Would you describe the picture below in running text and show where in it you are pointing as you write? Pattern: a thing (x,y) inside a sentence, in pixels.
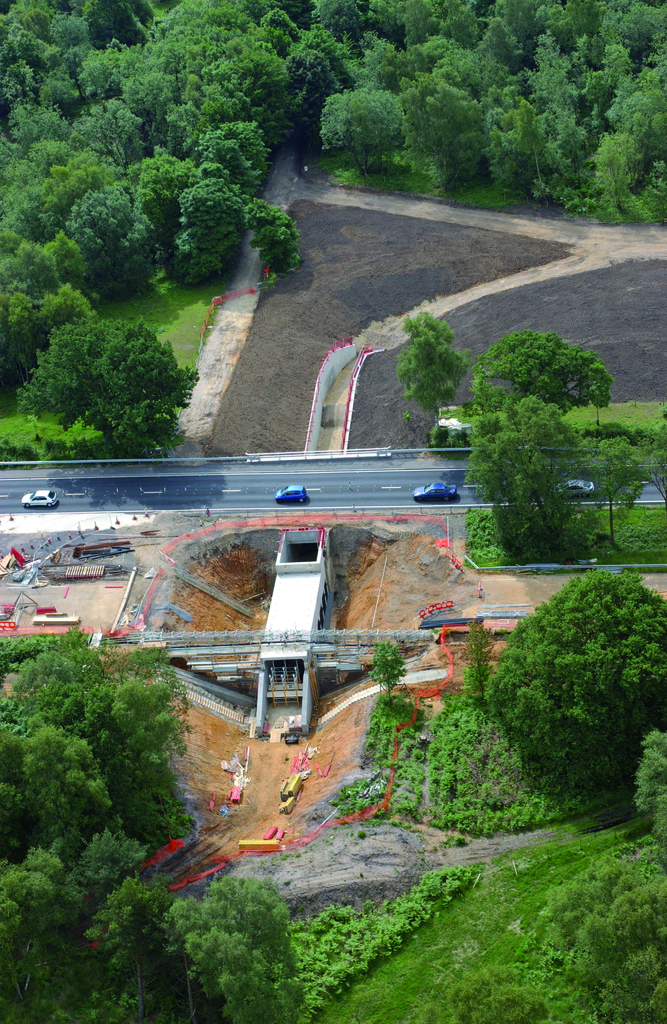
In the center of the image (312,604) there is a bridge (266,668). There are cars (25,501) on the road (349,487). Beside the road (165,487) there are few objects (87,552). In the background of the image (460,84) there are trees (263,84). At the bottom of the image (309,743) there is sand (326,753).
